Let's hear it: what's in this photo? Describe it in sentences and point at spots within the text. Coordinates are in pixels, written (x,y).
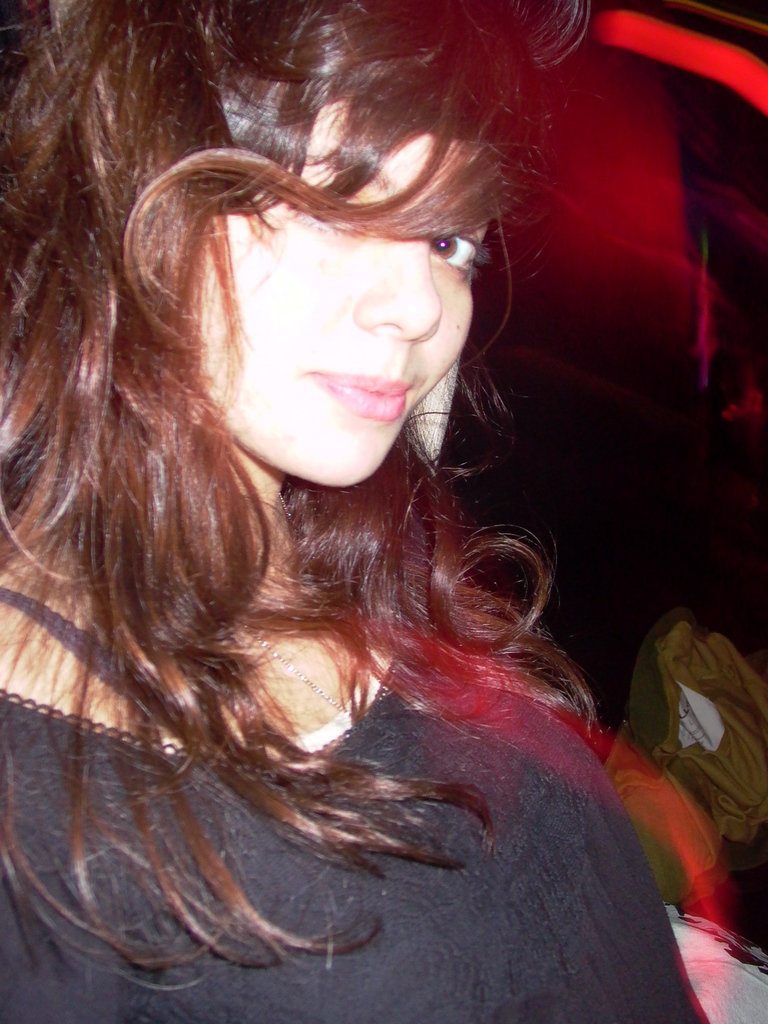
The woman (333,458) in front of the picture wearing black dress (477,775) is smiling. She is posing for the photo. In the right bottom of the picture (694,691), we see a cream color bag (673,750). In the background (592,209), it is in red and black color. In the right top of the picture (676,41), we see a red color light (696,58).
